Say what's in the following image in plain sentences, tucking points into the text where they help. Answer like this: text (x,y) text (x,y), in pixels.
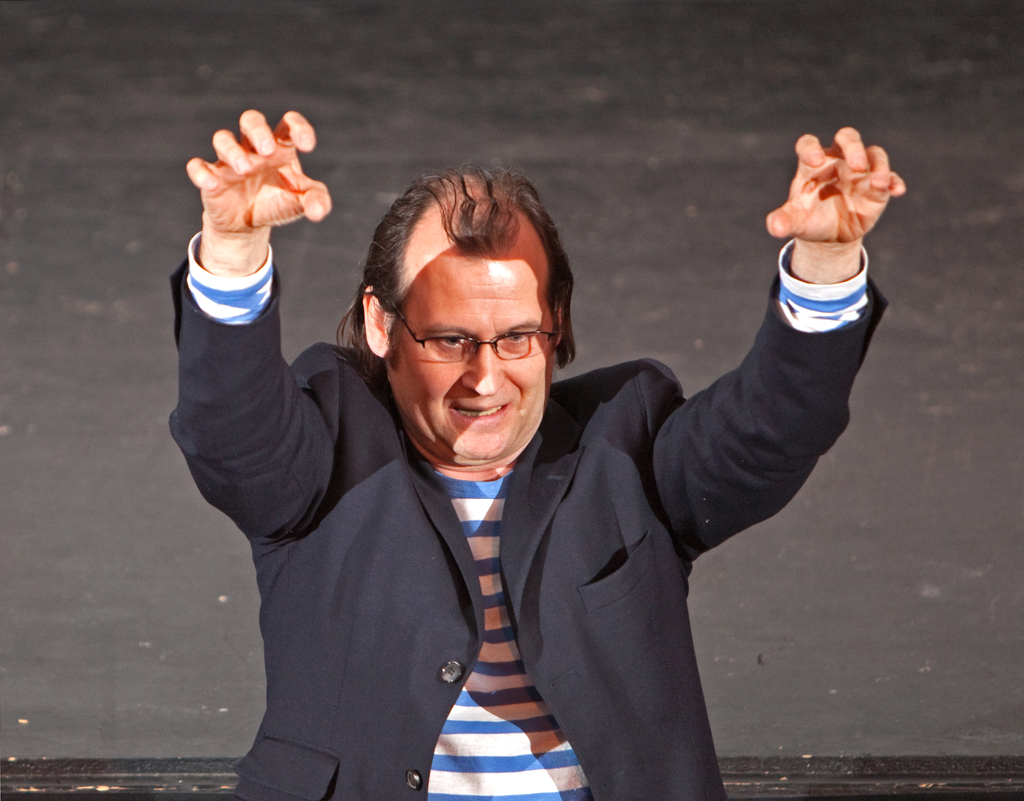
In this picture there is a person (734,461) with black suit (570,699) is standing and talking. At the back (691,139) there is a black background (940,80).
